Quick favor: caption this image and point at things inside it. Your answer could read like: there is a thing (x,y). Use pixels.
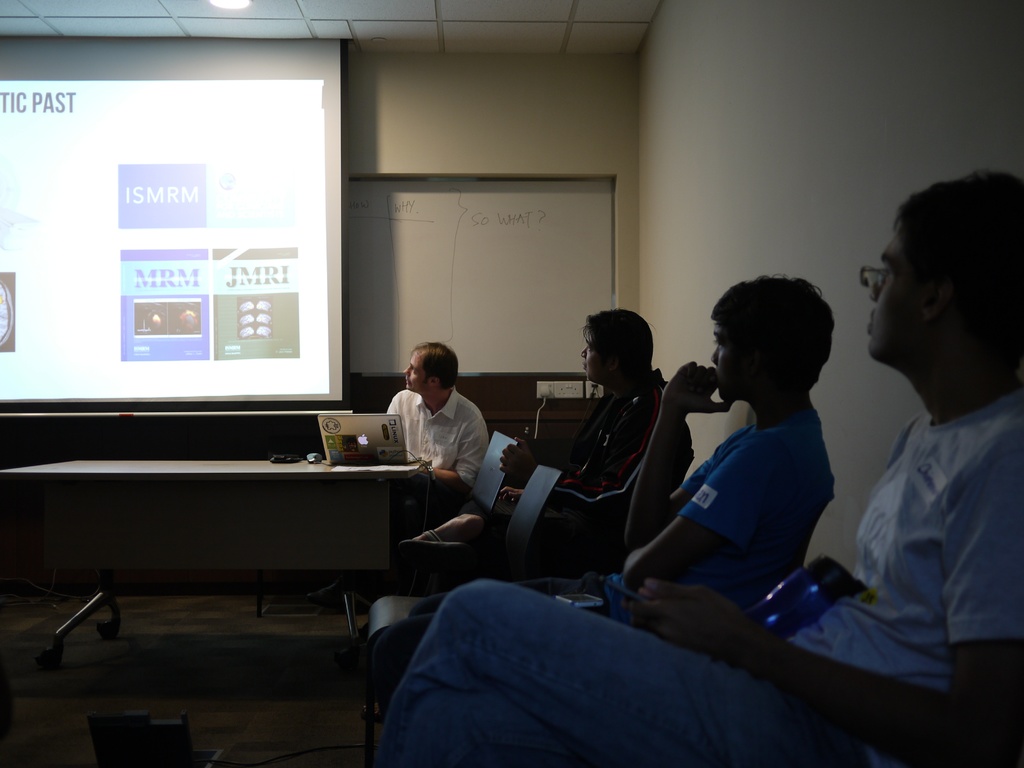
In this image, we can a few people (642,601) sitting. We can also see a table (242,557) with some devices (398,422) on it. We can see a projector screen (283,284) and a board (413,284). We can see the wall (599,142), roof (352,0) and the ground (74,730).
